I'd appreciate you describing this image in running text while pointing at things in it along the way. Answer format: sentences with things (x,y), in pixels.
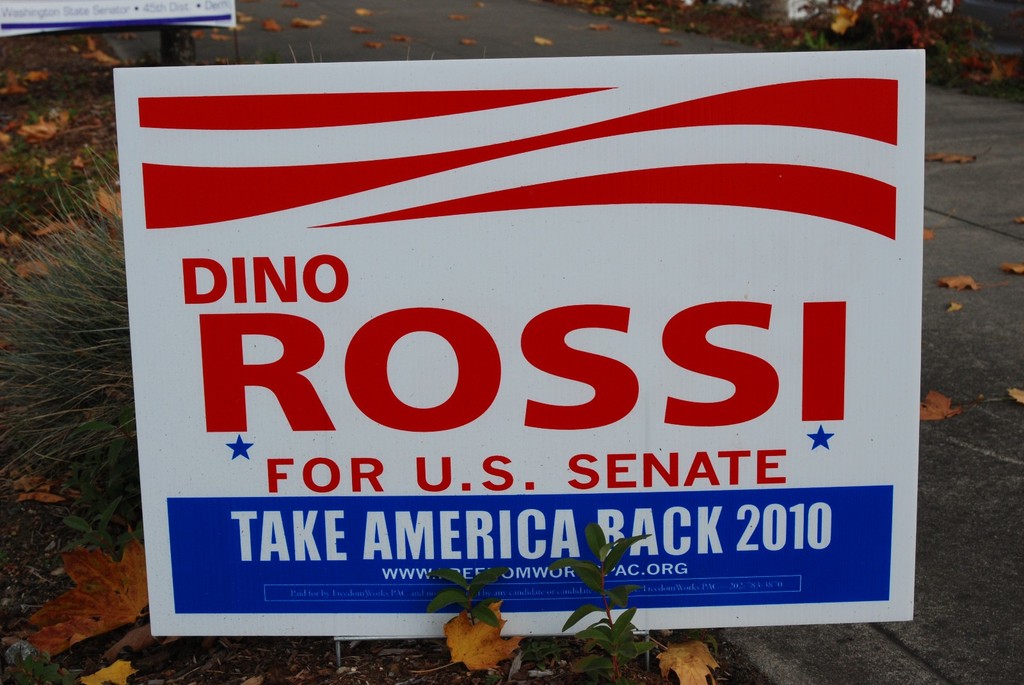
Here I can see a board (607,452) on which there is some text (312,356). On the left side (72,259), I can see the grass (58,214). In the background (964,226) there is a road (385,34) and also I can see the leaves (269,21).
